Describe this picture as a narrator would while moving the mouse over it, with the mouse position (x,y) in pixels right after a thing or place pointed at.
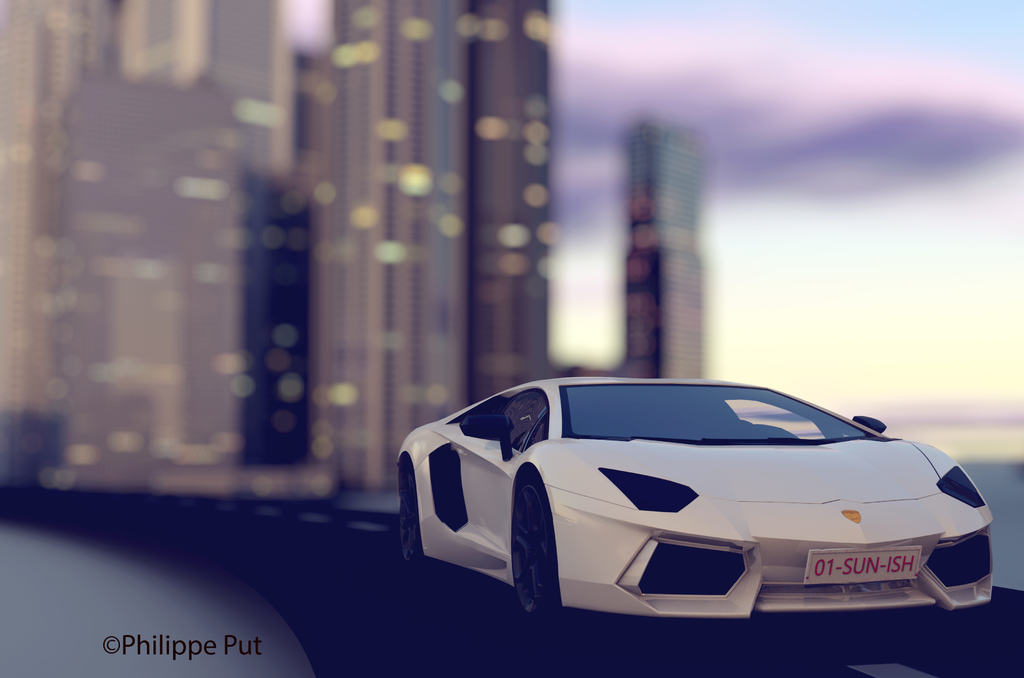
It is an edited image, there is a toy car (662,464) in the foreground (654,489) and the background of the car (507,428) is blur, there is some name (158,645) at the bottom left corner of the image (187,641).
